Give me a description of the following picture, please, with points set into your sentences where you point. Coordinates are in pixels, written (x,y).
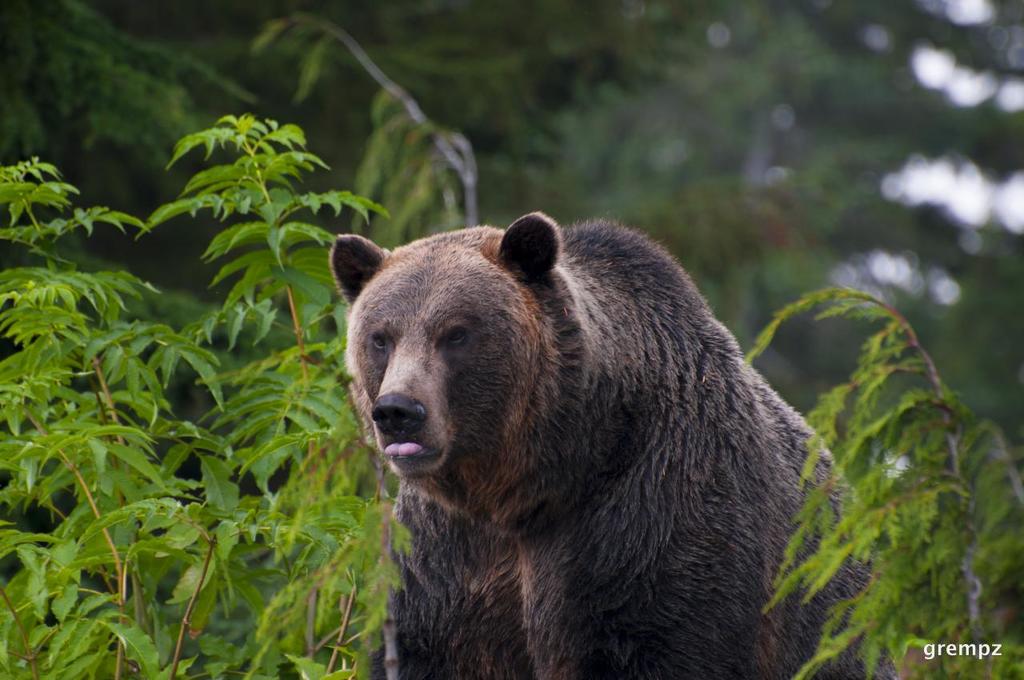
In the image there is a bear (722,581) standing on either of plants (321,332) and in the background (775,289) there are trees (622,113).
